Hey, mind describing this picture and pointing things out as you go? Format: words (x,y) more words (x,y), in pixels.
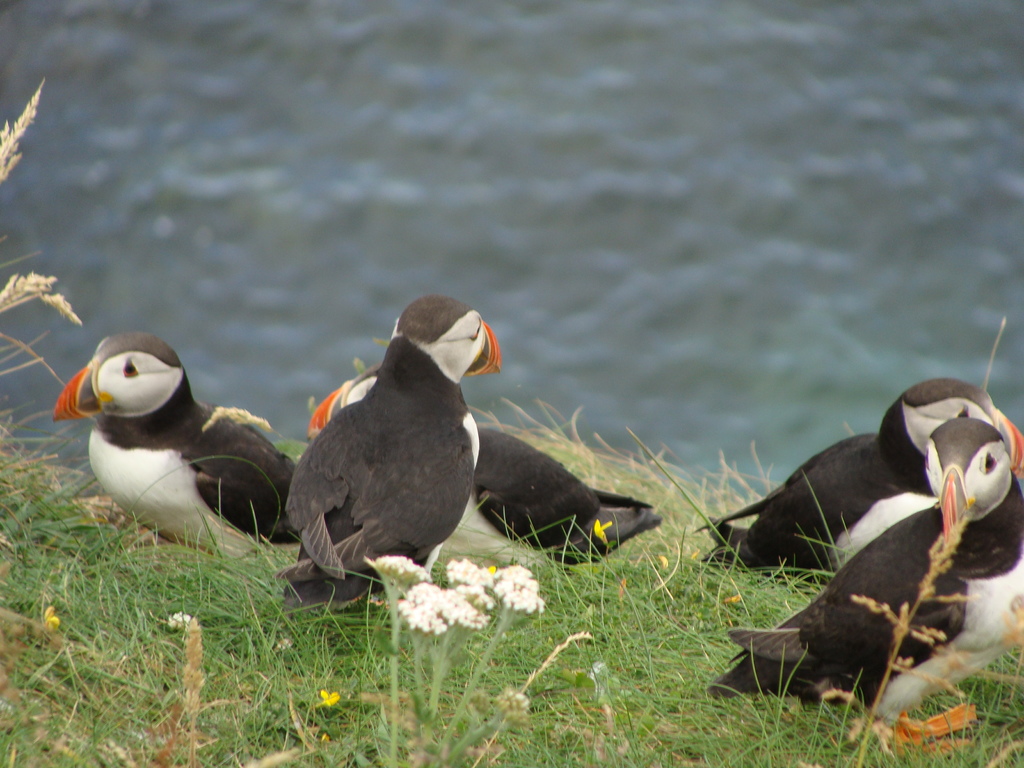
In the center of the image (374,444) we can see the Atlantic puffins (103,433). At the bottom of the image (535,568) we can see the grass (445,568) and flowers (431,749). At the top of the image (405,115) we can see the water (404,211).
